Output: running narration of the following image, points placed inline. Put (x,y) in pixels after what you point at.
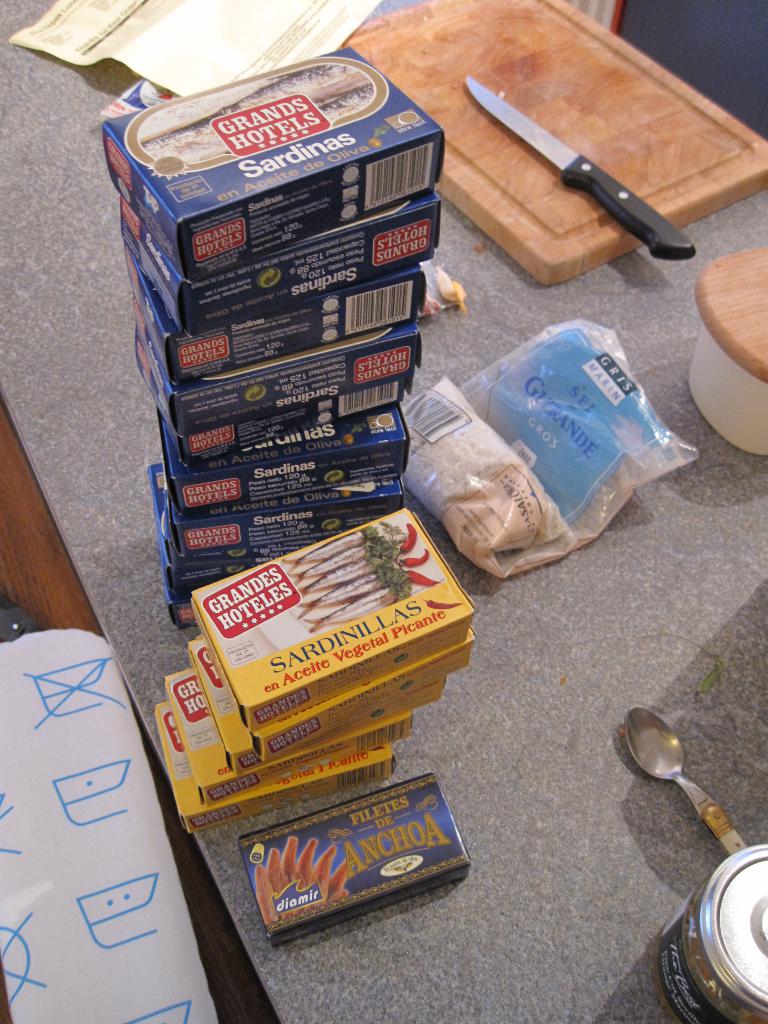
In this image there are boxes (306,411), knife (503,113), spoon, bowls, chopping board (560,240), paper (73,3), cover (581,361) on the table (596,878).
